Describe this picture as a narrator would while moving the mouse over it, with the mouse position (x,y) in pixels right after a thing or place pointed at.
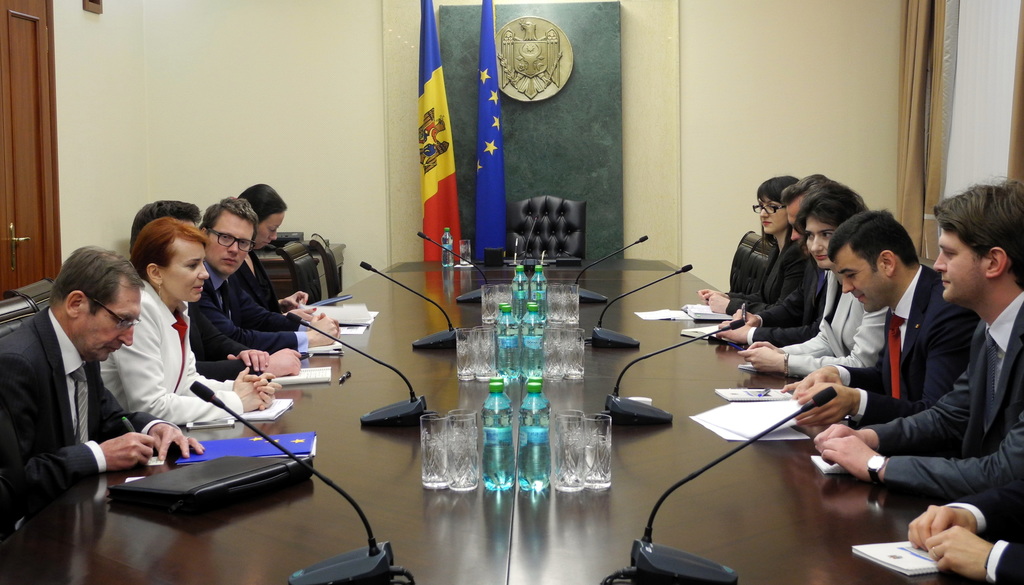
This image is taken indoors. In the background (343,156) there is a wall (672,142) with a door (27,77) and curtains (910,126). In the middle of the image (422,356) there is a table (335,439) with many things (564,328) on it. On the left (254,315) and right sides of the image a few people (787,351) are sitting on the chairs (750,240) and writing on the papers (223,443).
